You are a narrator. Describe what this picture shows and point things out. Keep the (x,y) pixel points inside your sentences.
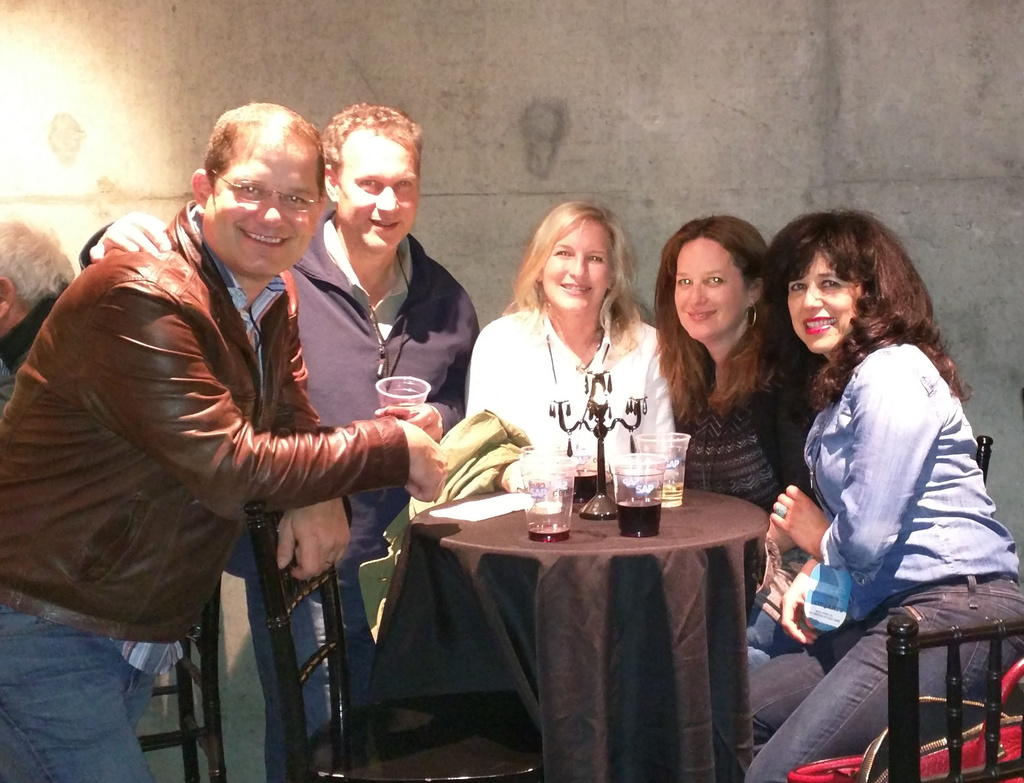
In the middle of the image (457,520) there is a table (631,623), On the table (737,537) there are some glasses (668,442). Surrounding the table (735,555) there are some chairs (507,776) and there are some persons (694,300) and they are smiling. Behind them there is a wall (552,58).
